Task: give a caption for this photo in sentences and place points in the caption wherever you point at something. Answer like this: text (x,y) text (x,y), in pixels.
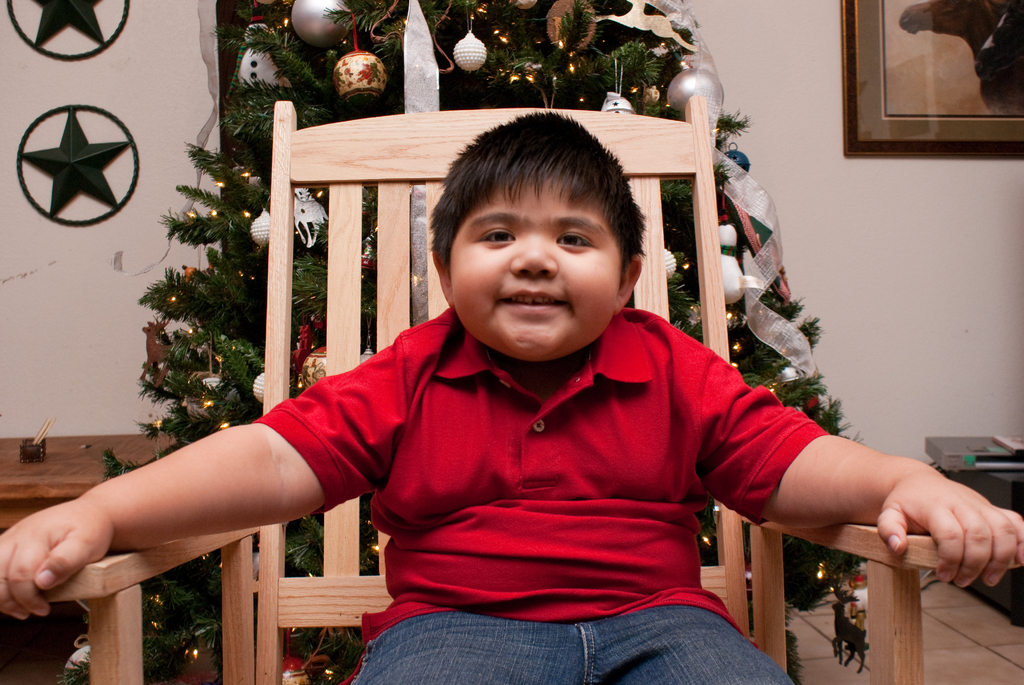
In this picture there is a small boy (532,217) in the center of the image (646,236), on a chair (624,169) and there is a decorative plant (447,36) in the background area of the image (530,51), there is a portrait (873,105) on the right side of the image (873,105) and there are stars (95,52) and a table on the left side of the image (113,199).
